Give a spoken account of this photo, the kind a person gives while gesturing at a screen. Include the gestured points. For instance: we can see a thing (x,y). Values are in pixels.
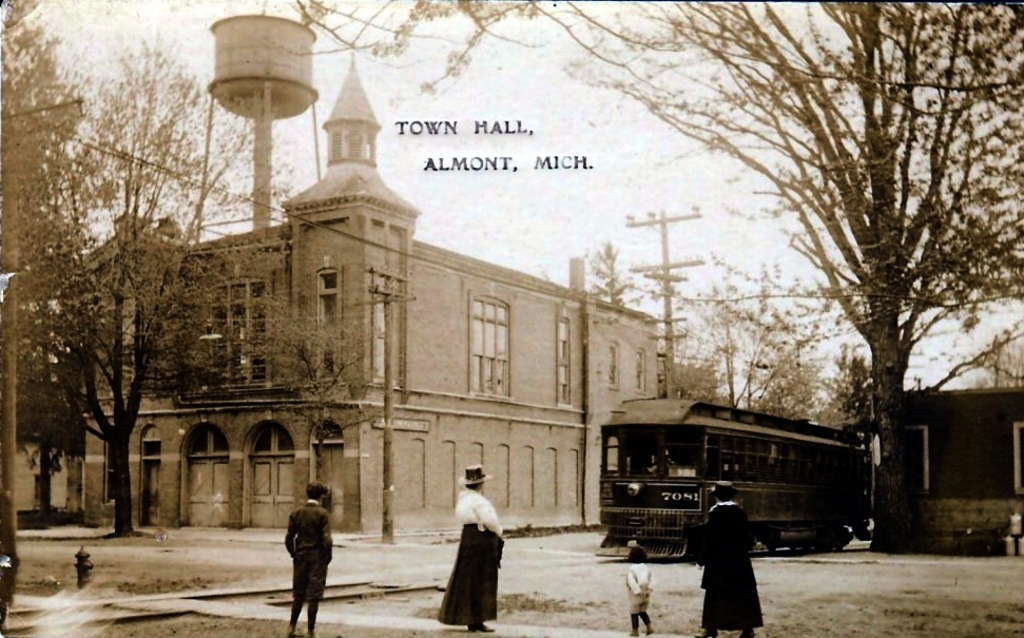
This is very old picture in this picture I can see a road (602,587), in the road (394,574) I can see a streetcar (680,440) and persons (722,543), trees (101,295), buildings (237,258) and the sky (636,137) and poles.
